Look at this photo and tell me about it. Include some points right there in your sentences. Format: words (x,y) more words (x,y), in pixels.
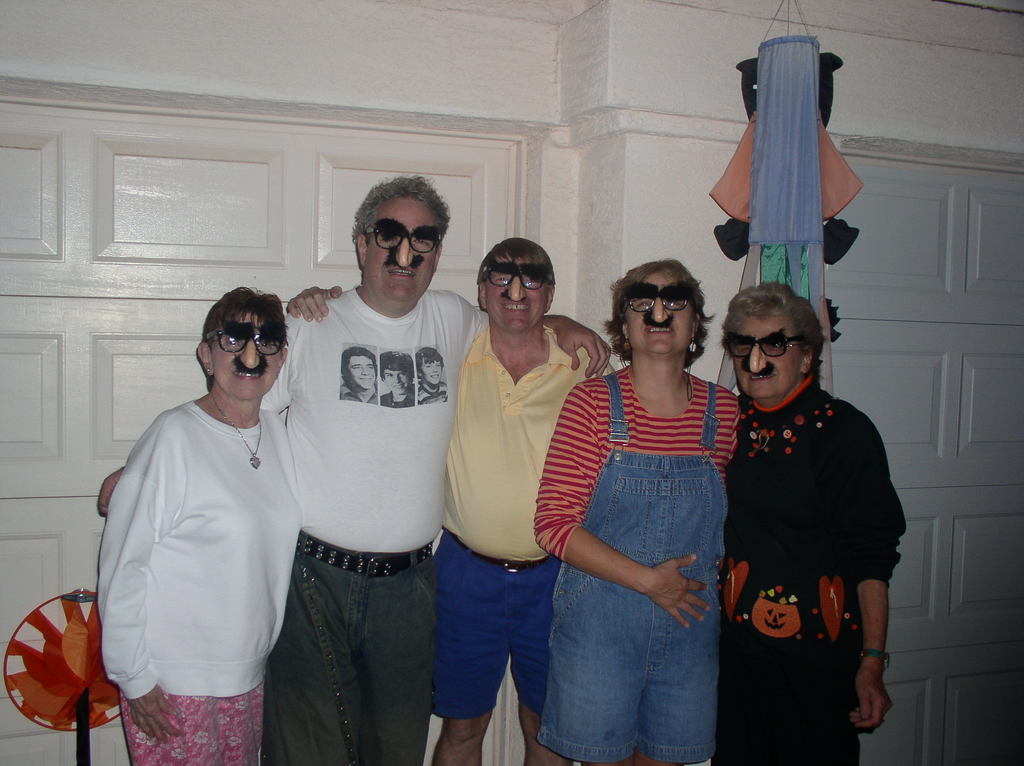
In the picture I can see a group of people (474,469) are standing together and wearing clothes (404,457) and some other objects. In the background (653,156) I can see a wall (609,145) and some other objects (41,699).
